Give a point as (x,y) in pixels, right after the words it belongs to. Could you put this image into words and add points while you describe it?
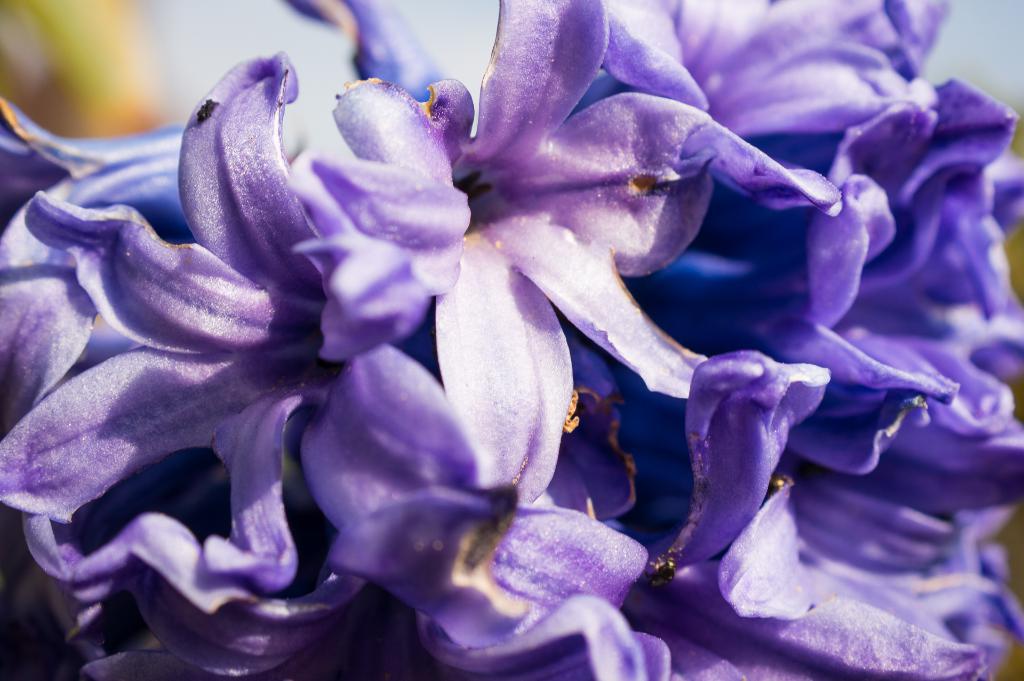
In this picture we can see the flowers (500,287).
